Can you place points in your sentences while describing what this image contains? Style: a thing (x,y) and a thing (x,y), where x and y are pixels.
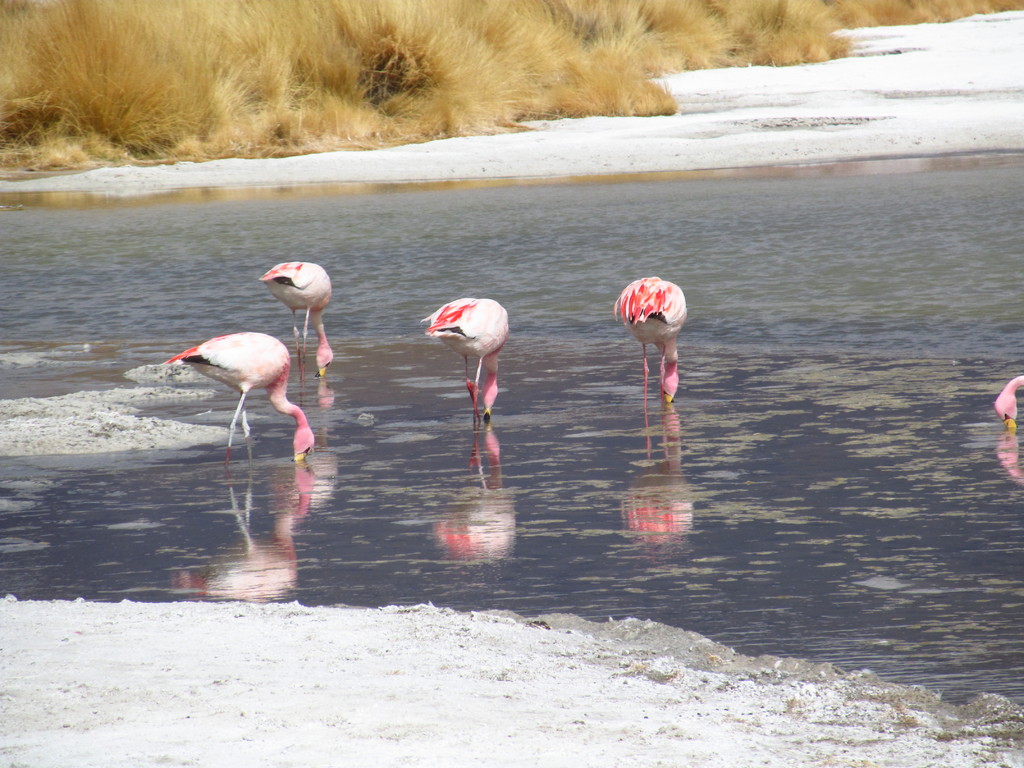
In this image we can see there are some birds (322,283) in the water (630,447). At the top of the image (271,92) there is a dry grass (505,66).
